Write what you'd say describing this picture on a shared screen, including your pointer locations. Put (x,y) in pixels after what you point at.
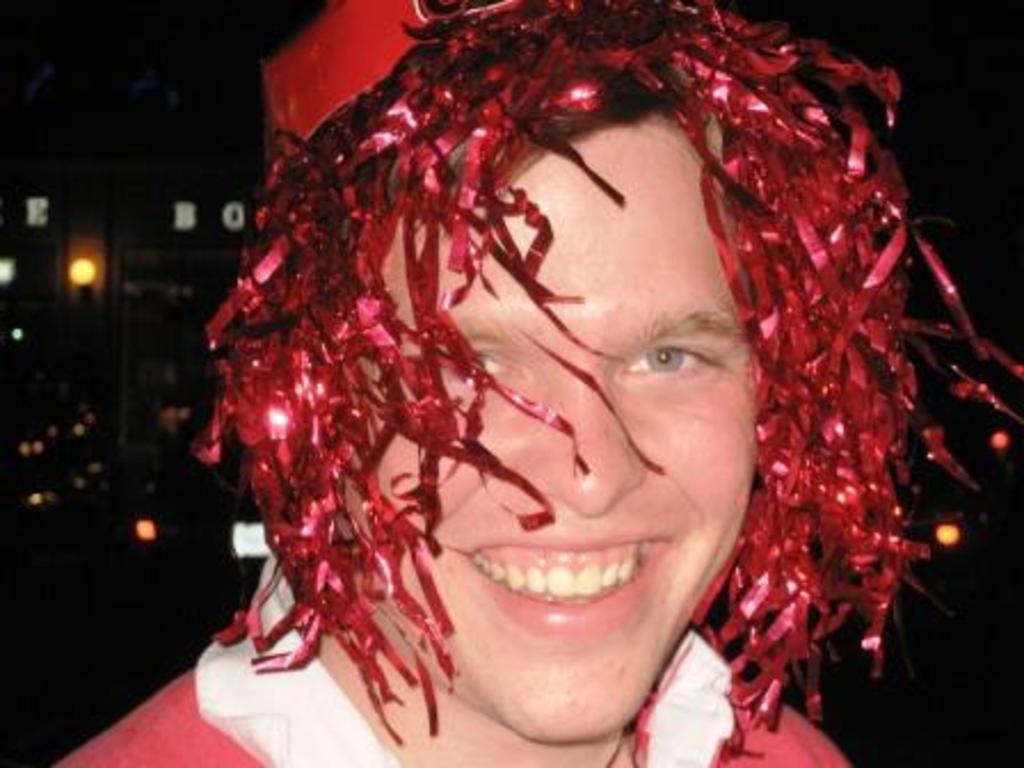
In this image I can see the person (324,425) with the red and white color dress (223,735) and also the head-wear (325,395). I can see the lights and there is a black background (166,31).
